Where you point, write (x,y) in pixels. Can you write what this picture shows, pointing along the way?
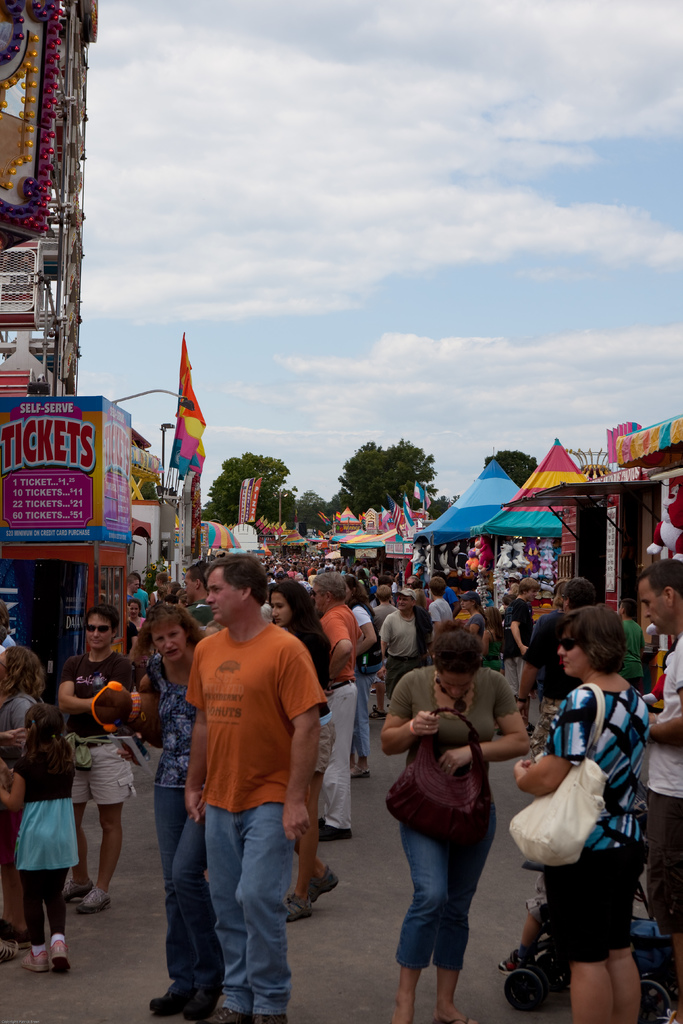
In this picture I can see many persons (386,607) were standing on the road (374,931). Besides them I can see many flags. On the right (519,538) I can see the shop (582,486) and tent (493,511). On the left (13,35) I can see the advertisement board (30,469) and buildings (146,503). At the top (434,119) I can see the sky (474,121) and clouds (448,124). In the background (524,471) I can see many flags (427,499) and trees (381,503).
